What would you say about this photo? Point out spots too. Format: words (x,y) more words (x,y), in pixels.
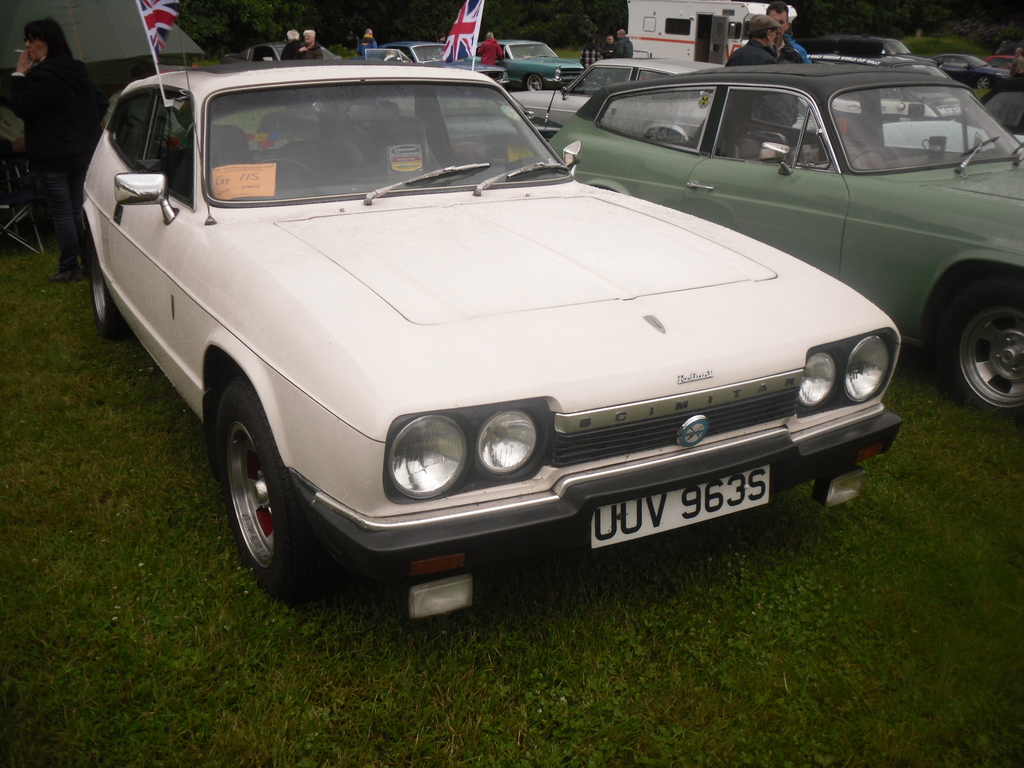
In this image there are a group of cars (494,77) and some flags (158,52) and some people (748,62) are standing and some of them are walking, and in the background (413,15) there are some trees (240,17) and at the bottom (804,555) there is a grass (565,581).
